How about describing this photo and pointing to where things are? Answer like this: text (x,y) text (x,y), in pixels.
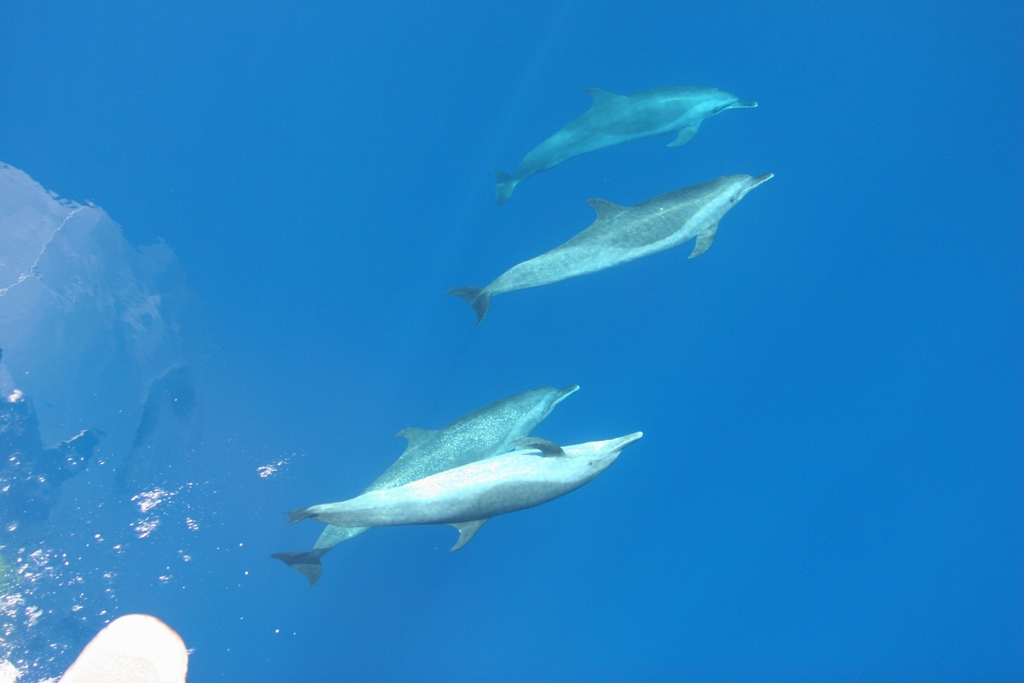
In this image there are four dolphins (604,440) in the water (785,318).
